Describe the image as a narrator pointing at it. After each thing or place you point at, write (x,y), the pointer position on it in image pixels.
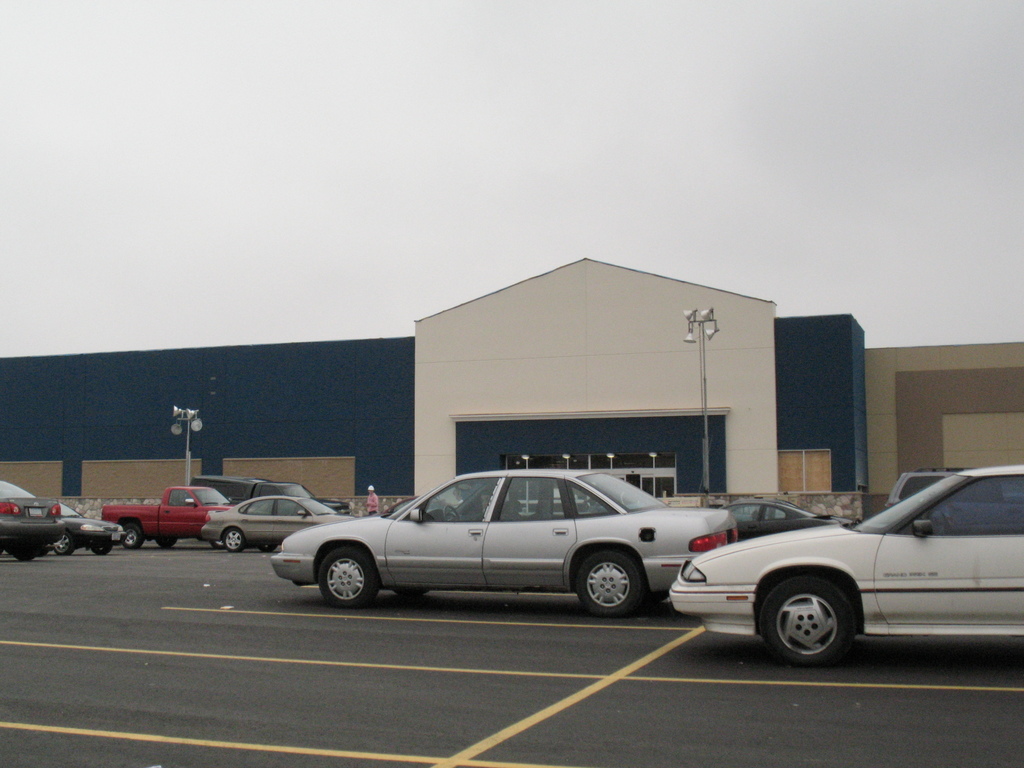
In this image, we can see vehicles (289,510) on the road (346,678) and in the background (273,409), there is a shed (666,432), a person (371,485), poles (705,443) and lights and there is a wall (571,447). At the top (442,142), there is sky (489,151).
